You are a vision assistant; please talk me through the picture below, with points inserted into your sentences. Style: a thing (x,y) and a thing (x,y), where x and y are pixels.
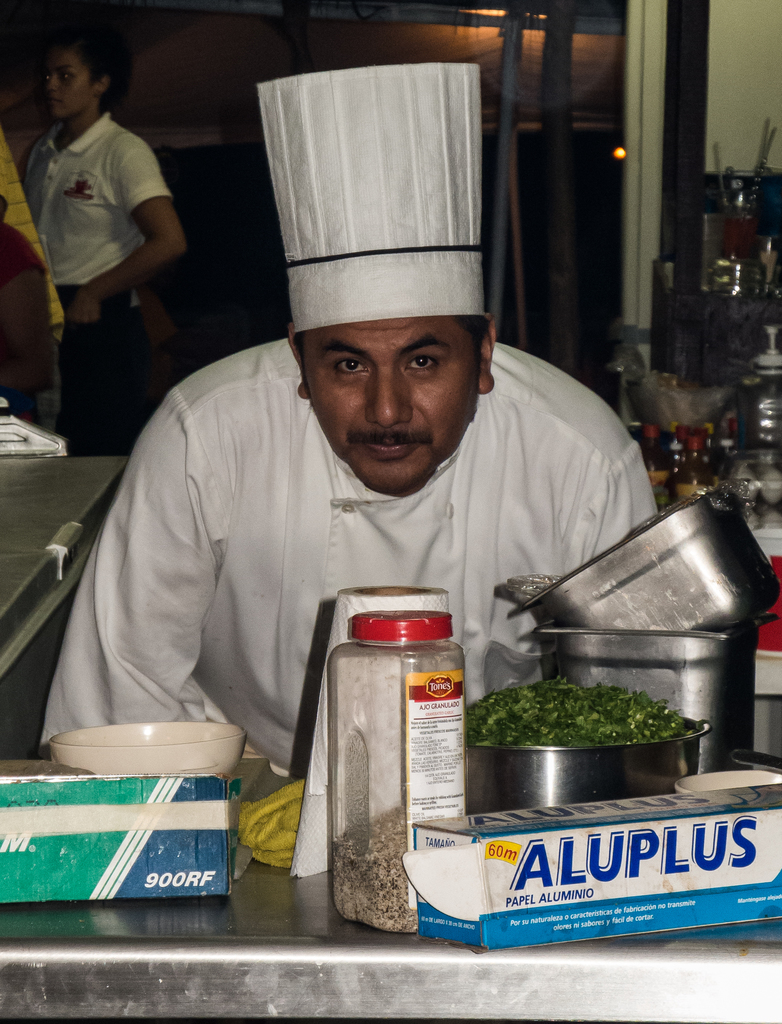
There is a man (403,443) wore cap (399,292) and we can see boxes (148,795), containers (665,622), vegetable leaves (510,697) and some objects (322,699) on table (262,763). Background (639,192) we can see persons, wall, bottles (691,463) and some objects (719,232).
